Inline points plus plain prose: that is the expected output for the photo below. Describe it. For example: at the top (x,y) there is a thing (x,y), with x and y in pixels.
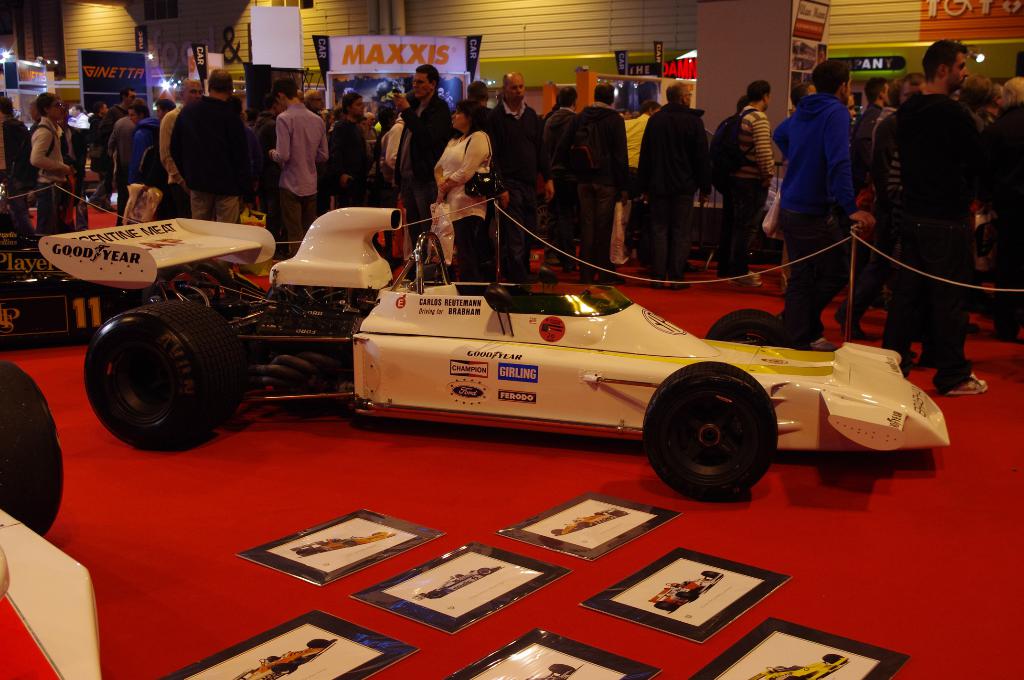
In the image we can see racing vehicles (379,376), frames (489,548) and red carpet (899,533). There are even people (223,205) standing and some of them are walking, they are wearing clothes (300,166). Here we can see board (388,66), wall (500,39) and lights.
